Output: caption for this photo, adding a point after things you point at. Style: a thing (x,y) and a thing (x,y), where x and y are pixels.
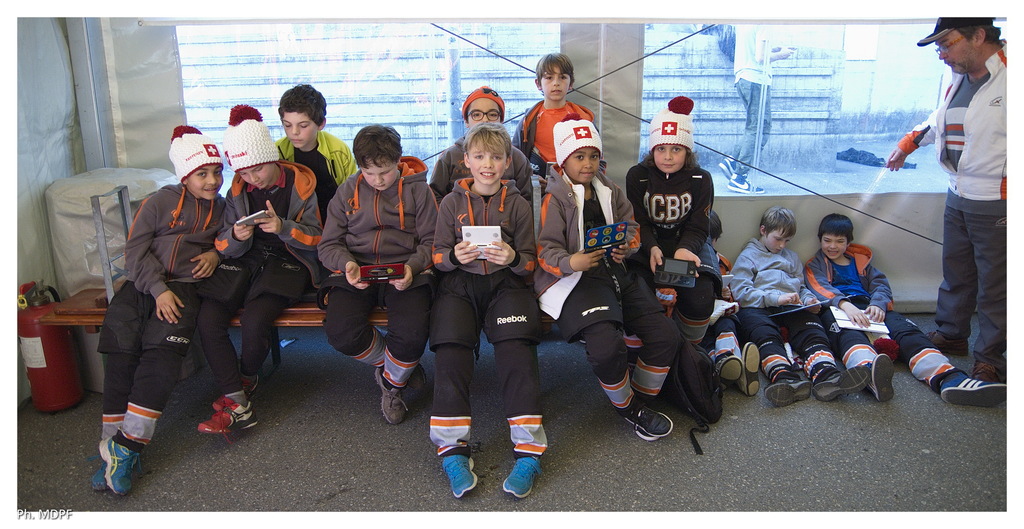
In this picture we can observe some children (295,206) sitting on the bench (98,299). All of them were wearing hoodies (671,230). Some of them were wearing caps (238,142) on their heads (570,137). Some of them were sitting on the floor (843,431). There are boys (307,205) and girls (552,237) in this picture. On the right side (950,268) there is a person (957,235) standing. We can observe a fire extinguisher (33,346) on the left side (29,321). In the background (750,38) there is a person (740,73) walking.
